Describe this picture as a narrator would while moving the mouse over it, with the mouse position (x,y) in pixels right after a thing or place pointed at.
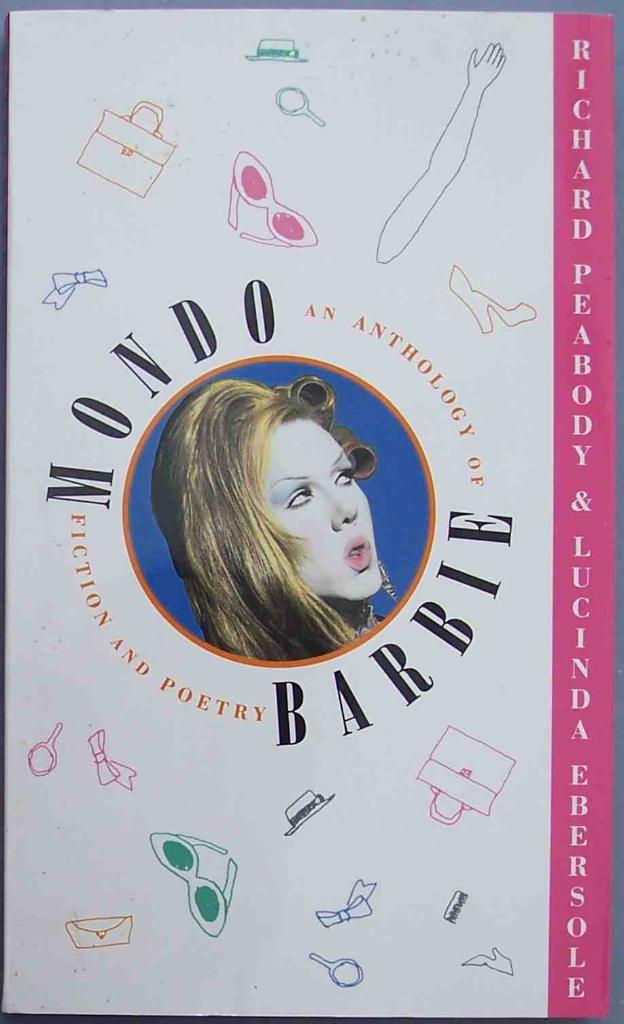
In this image I can see a white colour thing (255,344) and on the centre of it I can see a woman's face (357,474). I can also see something is written on it.
